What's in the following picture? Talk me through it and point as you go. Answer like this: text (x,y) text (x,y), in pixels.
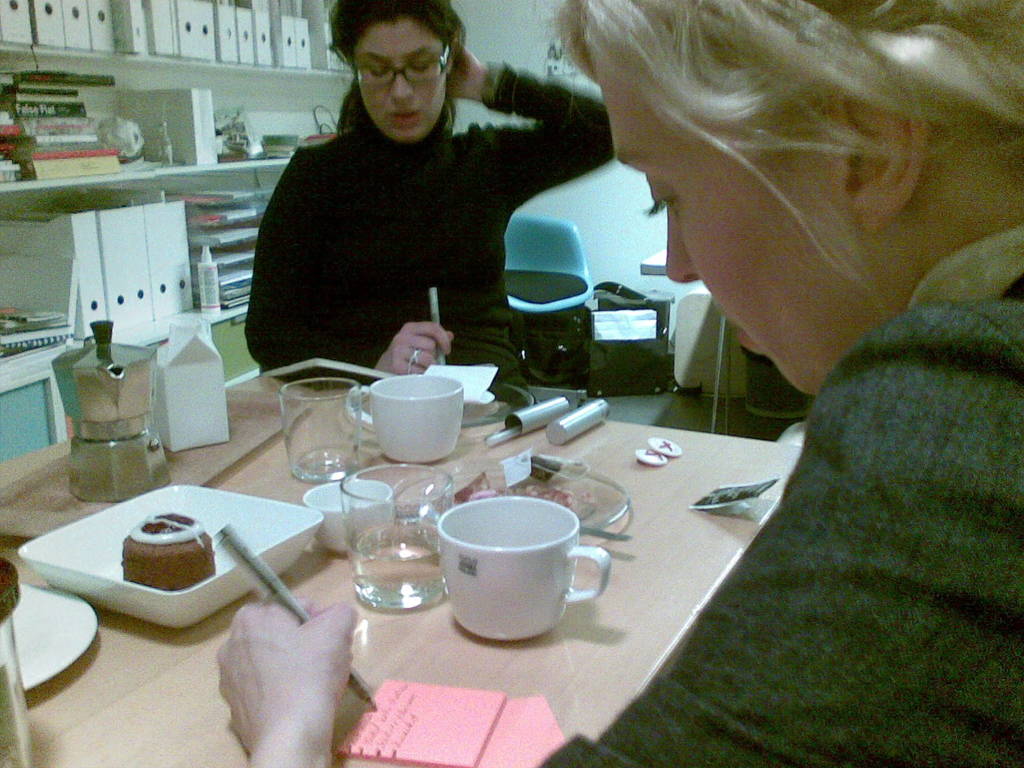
In this picture, here we can see a lady (469,259) who is looking at writing something on book (482,380) and at the right (808,305) we have another lady (851,560) who is reading something present on the paper (445,721). In front of her there is a table (57,749) on which tea cup (504,597), glasses (351,541), plates (129,523), cake (207,533) etc are present. In the background (203,56) we have shelf (281,76) in which some books (27,108), files (138,240) are present. It seems like an office place (457,455).
